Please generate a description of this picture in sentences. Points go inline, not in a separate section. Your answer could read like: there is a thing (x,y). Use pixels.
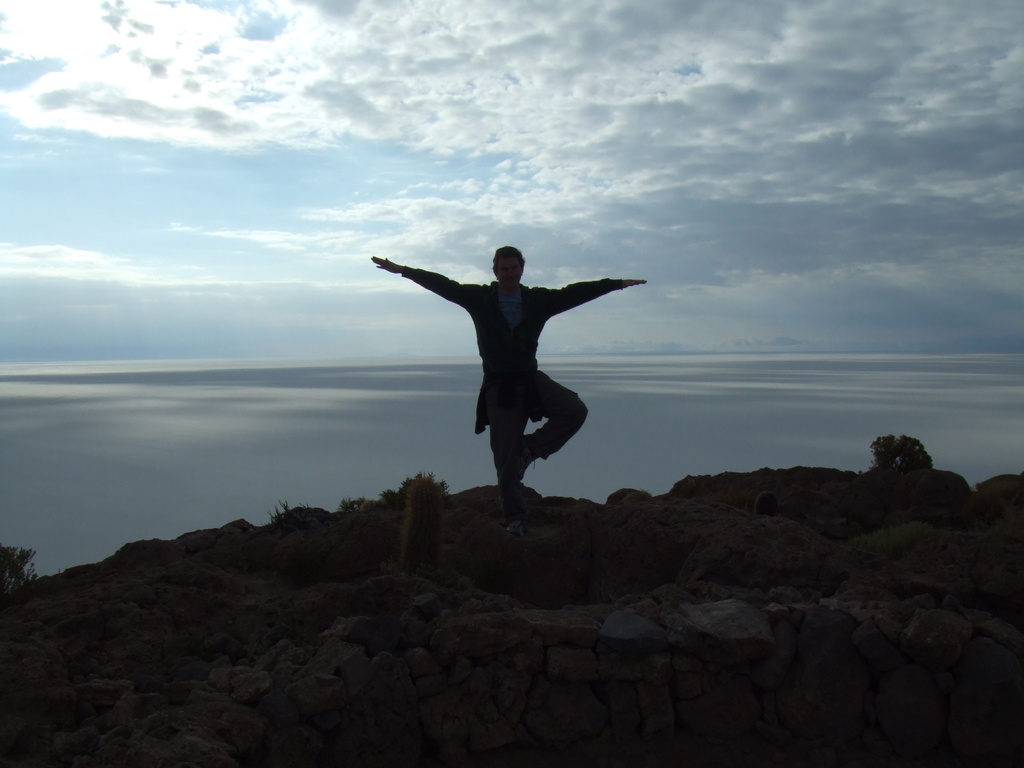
In this picture there is a man (500,272) who is standing in the center of the image (486,285), by stretching his hands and there are stones (152,555) and grass (351,506) at the bottom side of the image (459,519) and there is sky (218,163) in the background area of the image (308,170).
